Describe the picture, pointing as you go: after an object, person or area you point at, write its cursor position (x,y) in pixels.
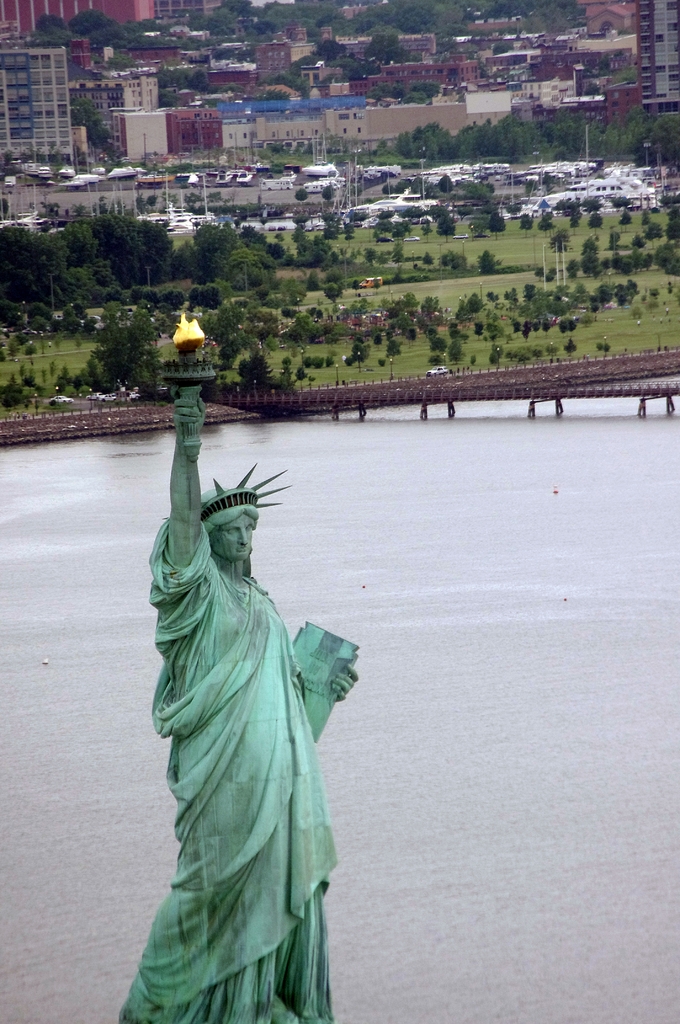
In the picture we can see a aerial view of statue of liberty (178,718) and behind it we can see water (47,515) and behind it we can see some cars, trees (101,226) and house buildings (153,145).
